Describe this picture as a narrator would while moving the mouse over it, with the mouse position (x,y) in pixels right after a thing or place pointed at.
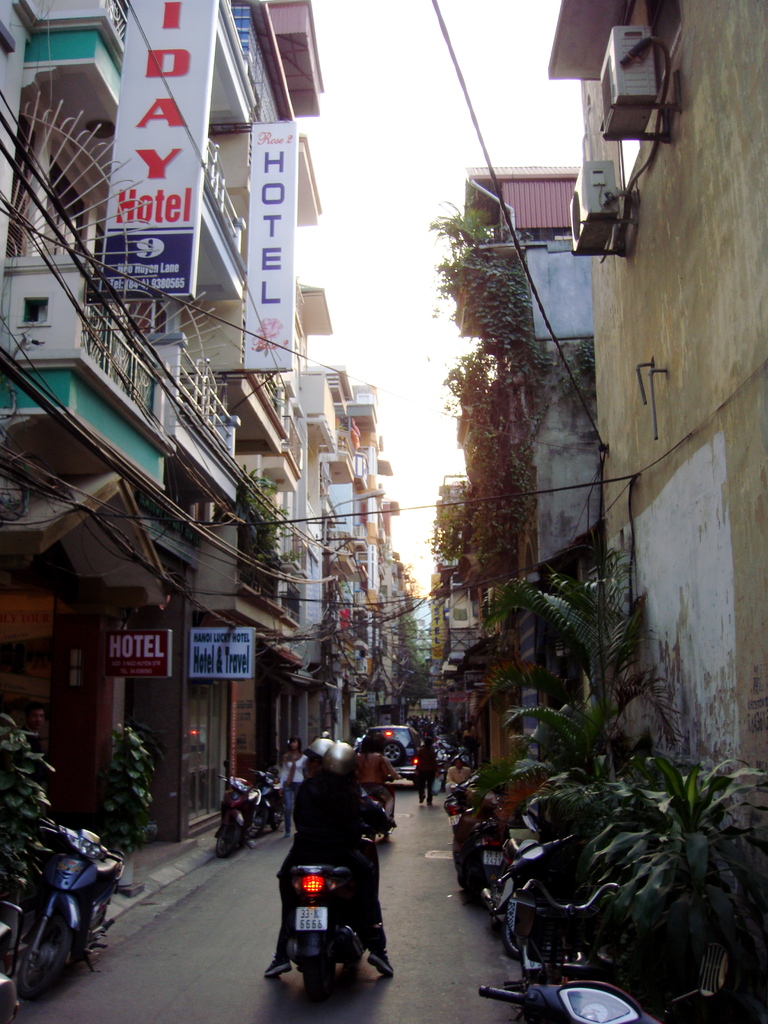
In this image, we can see buildings (447,675), walls (314,693), railings (119,350), plants (520,800), wires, boards (46,645), vehicles (541,1013) and people (362,770). At the bottom of the image (358,857), we can see people (351,775) riding vehicle (334,866) through the walkway (419,857). In the background (488,58), there is the sky (430,169).
